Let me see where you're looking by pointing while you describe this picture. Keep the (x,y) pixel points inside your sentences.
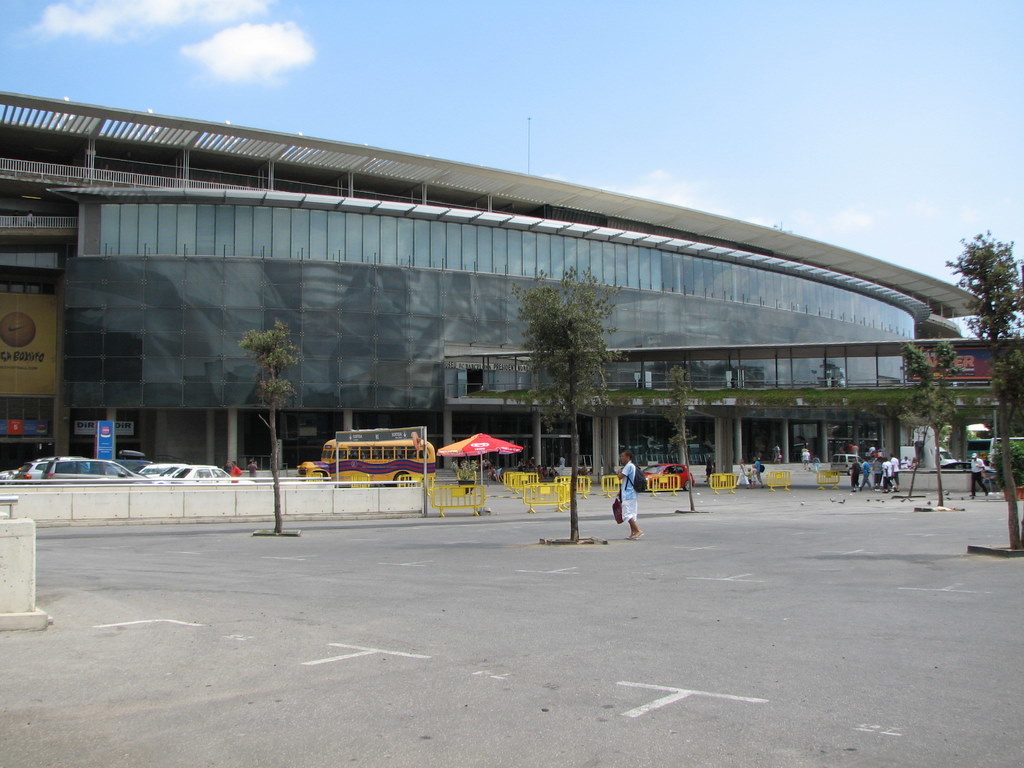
In this image a person (636,471) walking on the road (520,533). He is carrying a bag (643,488). There are few trees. Behind there is fence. There is an umbrella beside the fence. There are few vehicles (67,469) on the road (641,504). Left side there is a banner (100,454). Behind there is a building (405,343). Few persons (880,463) are walking beside the wall (908,475). Top of image (441,105) there is sky (301,49) with some clouds (222,38).
